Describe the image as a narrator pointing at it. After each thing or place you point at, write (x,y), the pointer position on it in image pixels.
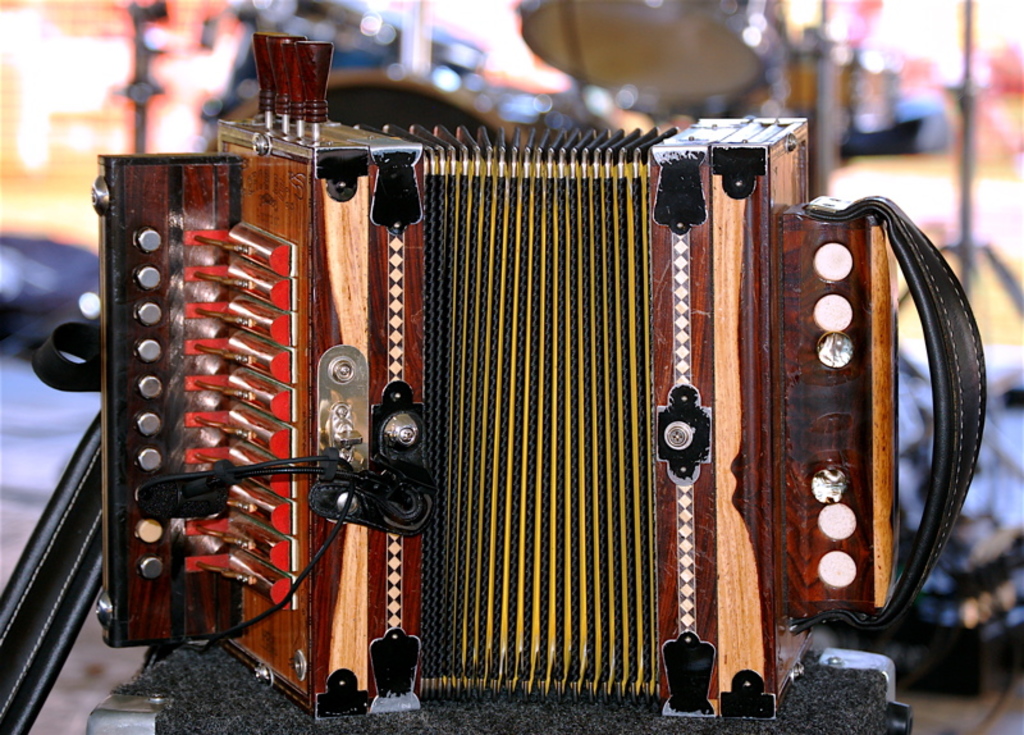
In this image we can see an accordion (635,291) on a surface (849,692) also we can see other instruments (726,57), and the background (1016,614) is blurred.
